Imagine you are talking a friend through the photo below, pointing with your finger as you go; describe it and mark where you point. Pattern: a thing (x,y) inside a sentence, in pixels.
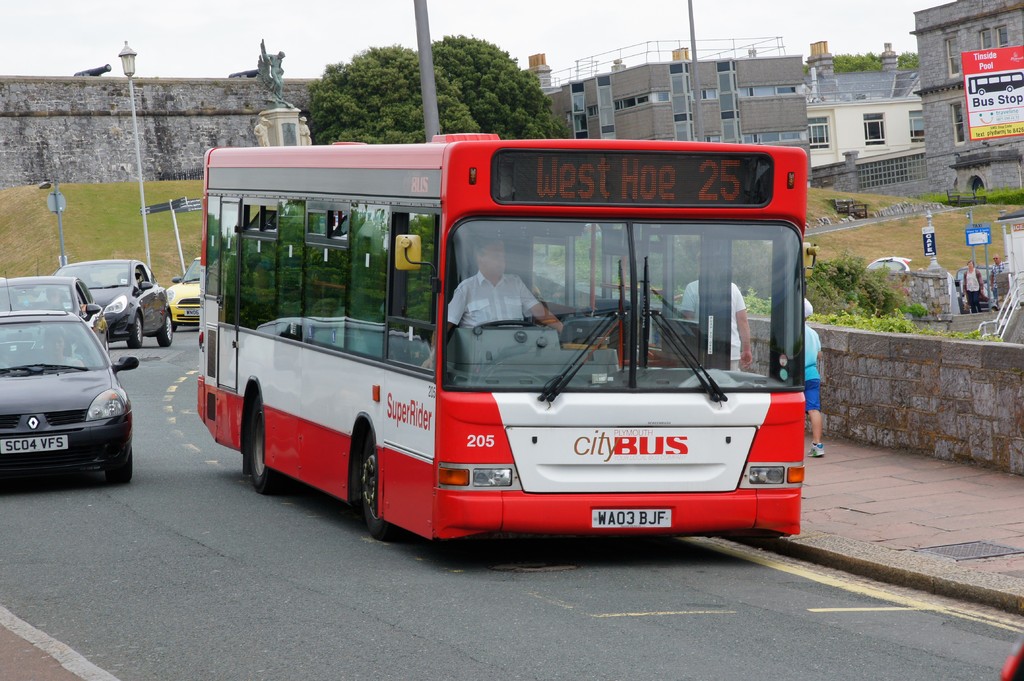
In this image I can see road (286,565) and on it I can see few cars (154,276) and a bus (502,444). On this bus (510,408) I can see something is written and I can also see a man (543,310) in it. In the background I can see few people (815,416) are standing, plants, boards (1010,50), buildings (557,104), poles (141,181), a light (124,53) and on these boards (994,91) I can see something is written.
